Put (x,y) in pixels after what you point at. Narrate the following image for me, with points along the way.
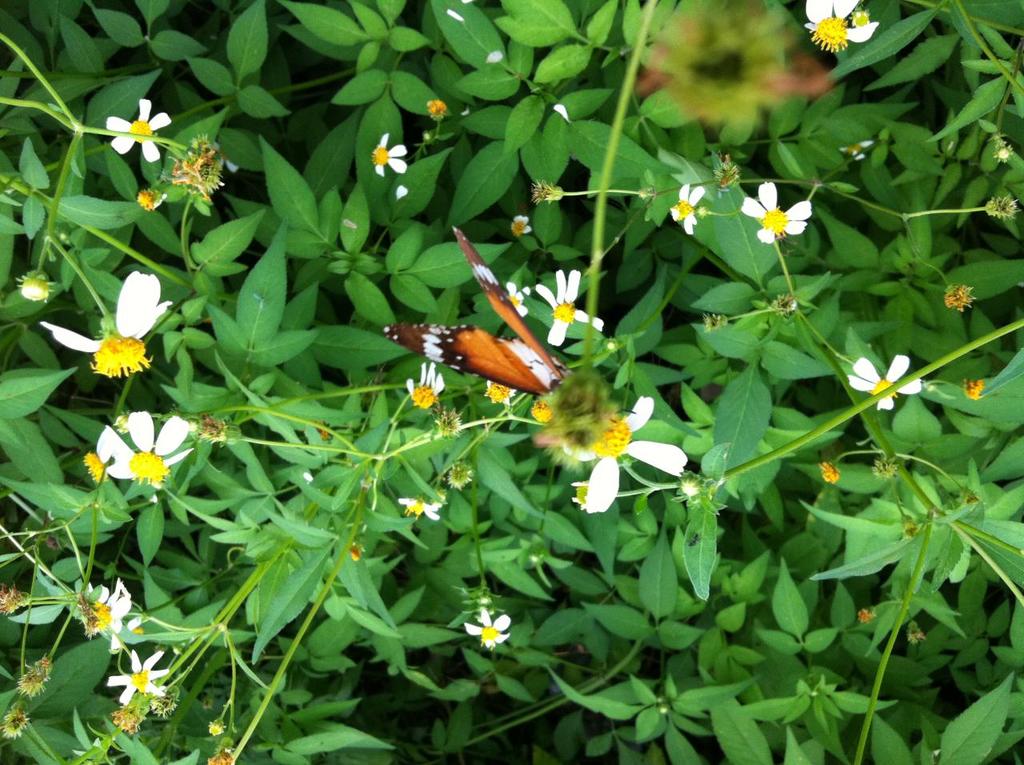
In this image there are few plants (550,340) having few flowers (103,629) and buds (681,493). Flowers (150,469) are in white in colour. A butterfly (551,375) is on the flower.
